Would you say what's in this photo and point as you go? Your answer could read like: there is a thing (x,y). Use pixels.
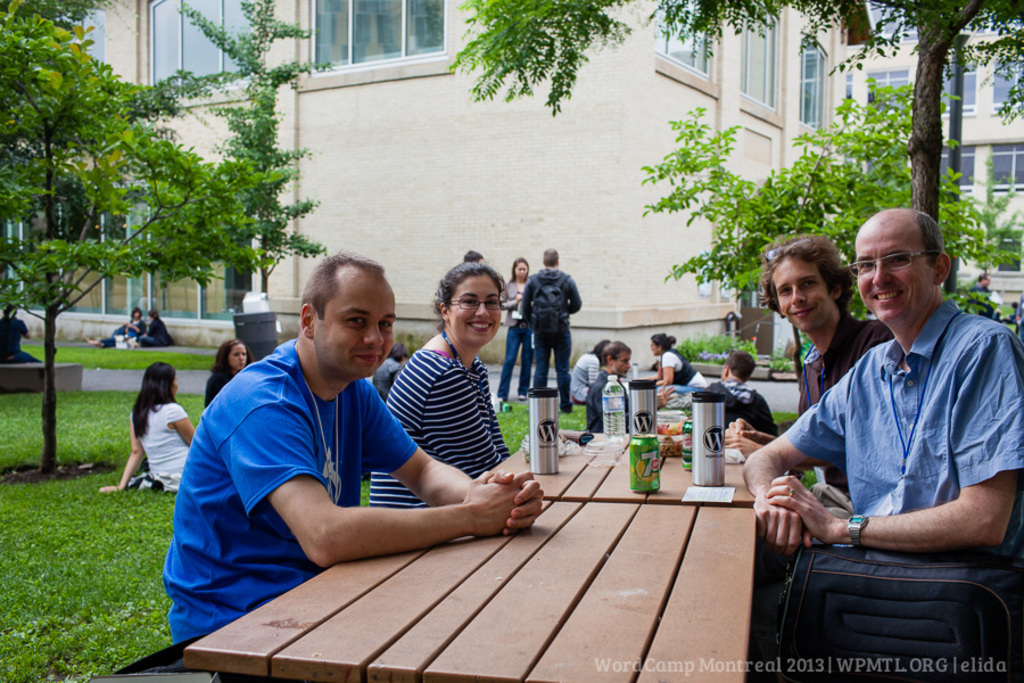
This is the picture of the outside which is a Garden area (78,497) which includes Trees (61,176), Grass (123,524), Tables (557,544) and Benches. There are some bottles (642,434) and a can (645,449) which is placed on the top of the table (615,605). At the right corner (863,279) there are two men (912,349) sitting on the bench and smiling. At left (332,393) there is a Man (329,410) and Woman (425,410) sitting on the bench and smiling. At the center (675,339) there is a group of people (663,367) sitting and seems to be talking and there is a Man (541,281) wearing a Backpack (549,323) and standing in a group of people (521,267). At the top left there are two persons (162,328) sitting on the ground (161,348). We can see the building (709,66) in the background (649,127).
